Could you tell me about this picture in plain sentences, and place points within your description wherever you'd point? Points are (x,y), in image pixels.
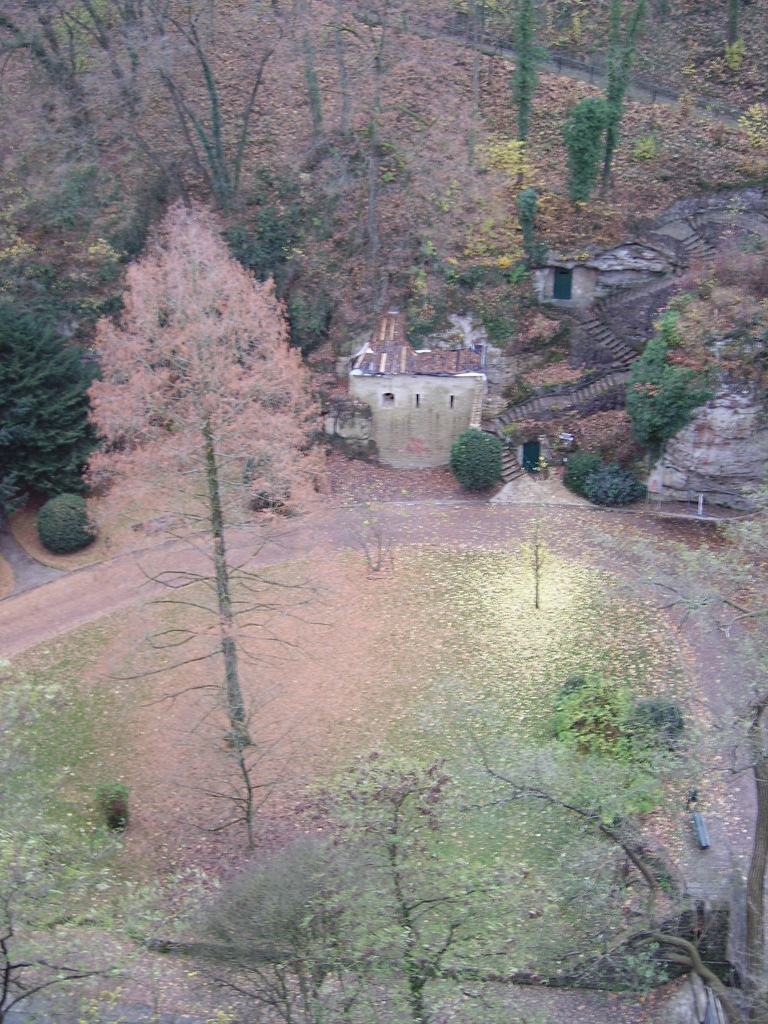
In this image there are trees (253,337) and there is a hut (422,416) which is in the center (449,426) and there are plants (600,464).
